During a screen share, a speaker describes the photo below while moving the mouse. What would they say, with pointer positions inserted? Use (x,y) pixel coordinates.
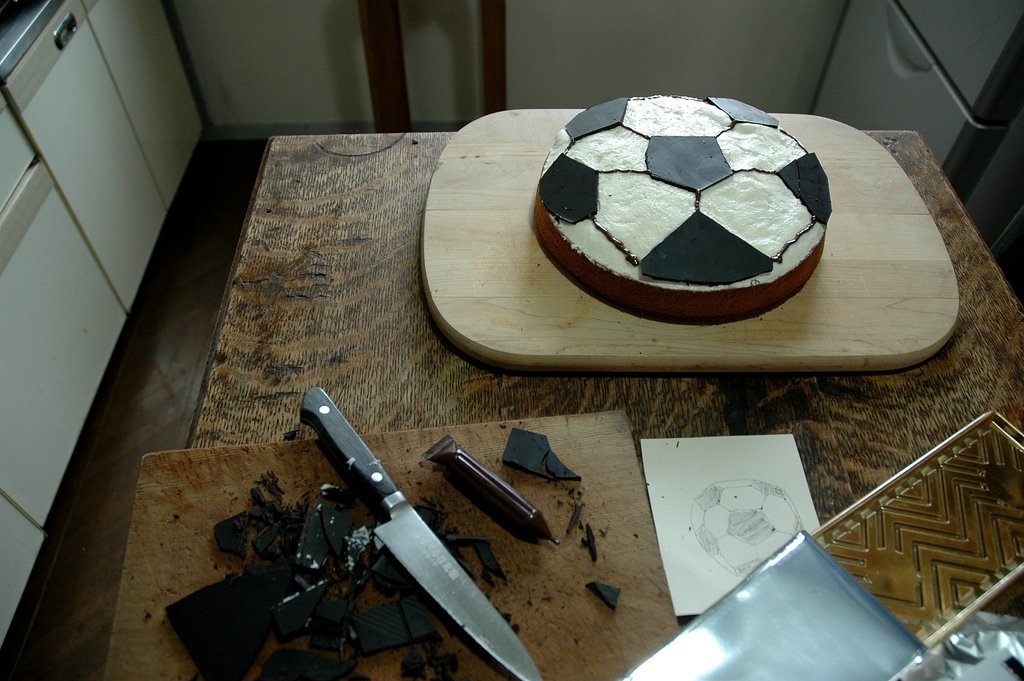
In this picture we can see a table (364,224). On the table (459,400) there is a cake (678,313) and this is knife (452,560).
